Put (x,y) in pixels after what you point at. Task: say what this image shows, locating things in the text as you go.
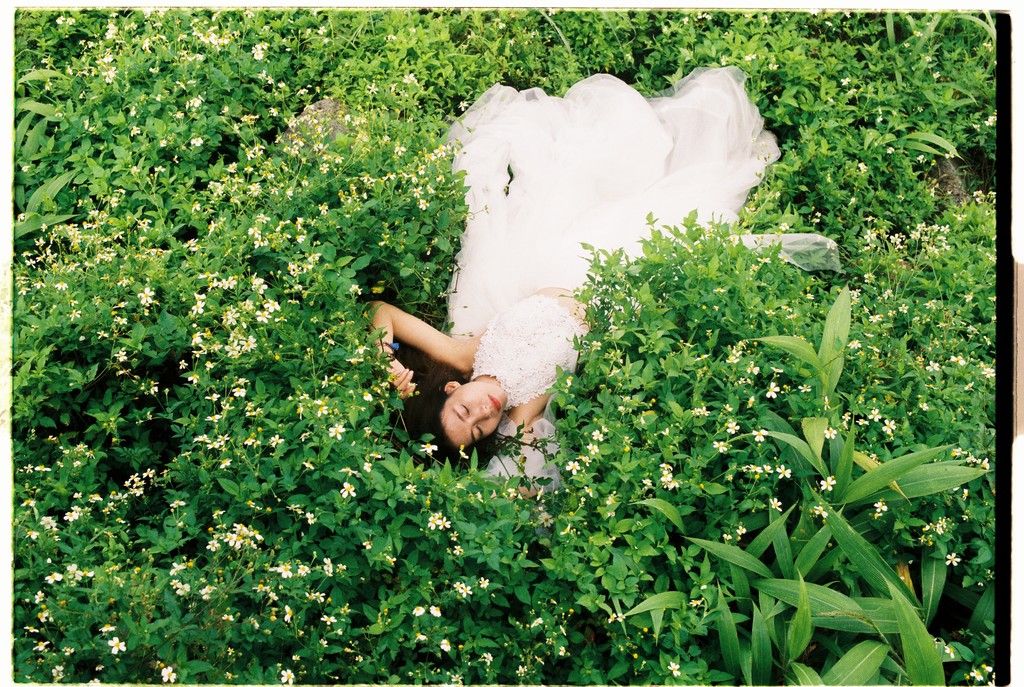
In the image in the center (577,277) we can see one woman (470,330) lying on the grass (642,276) and she is in white color frock (517,273). In the background (245,214) we can see grass (475,42) and flowers (87,123).
